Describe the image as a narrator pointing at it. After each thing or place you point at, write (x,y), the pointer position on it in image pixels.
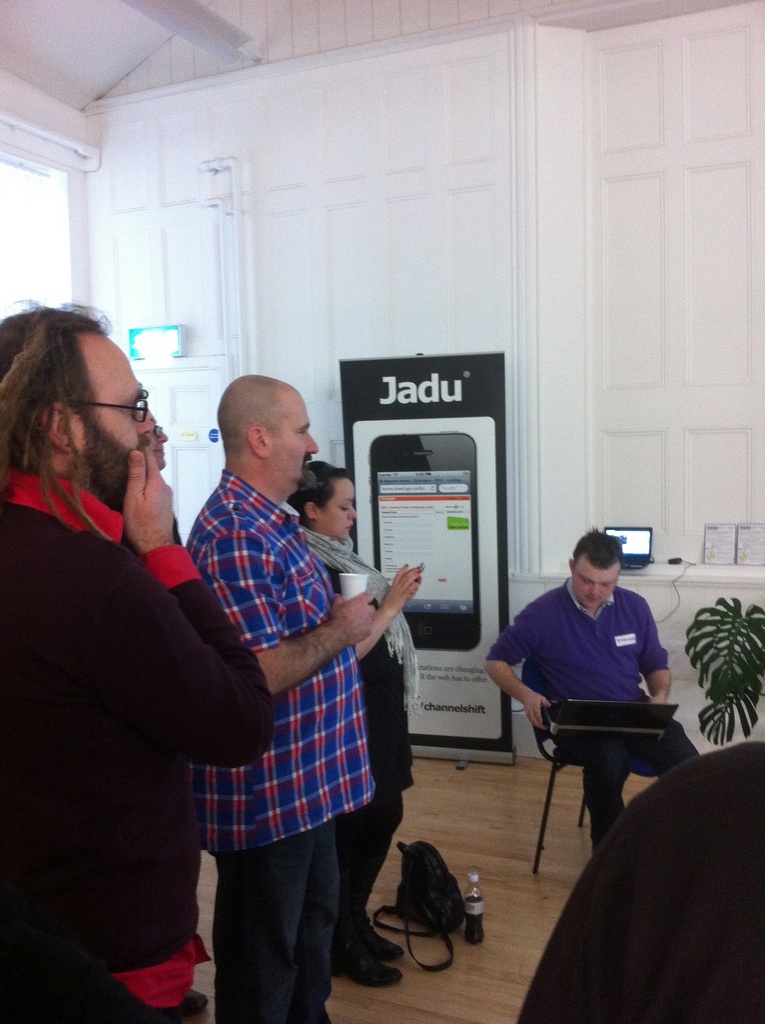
In the picture I can see people (274,566), among them one man (510,642) is sitting on a chair (639,764) and holding object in hands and others are standing on the floor (626,786). I can also see a plant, white color wall (631,306), a banner (353,462) which has a photo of a mobile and something written on it.
